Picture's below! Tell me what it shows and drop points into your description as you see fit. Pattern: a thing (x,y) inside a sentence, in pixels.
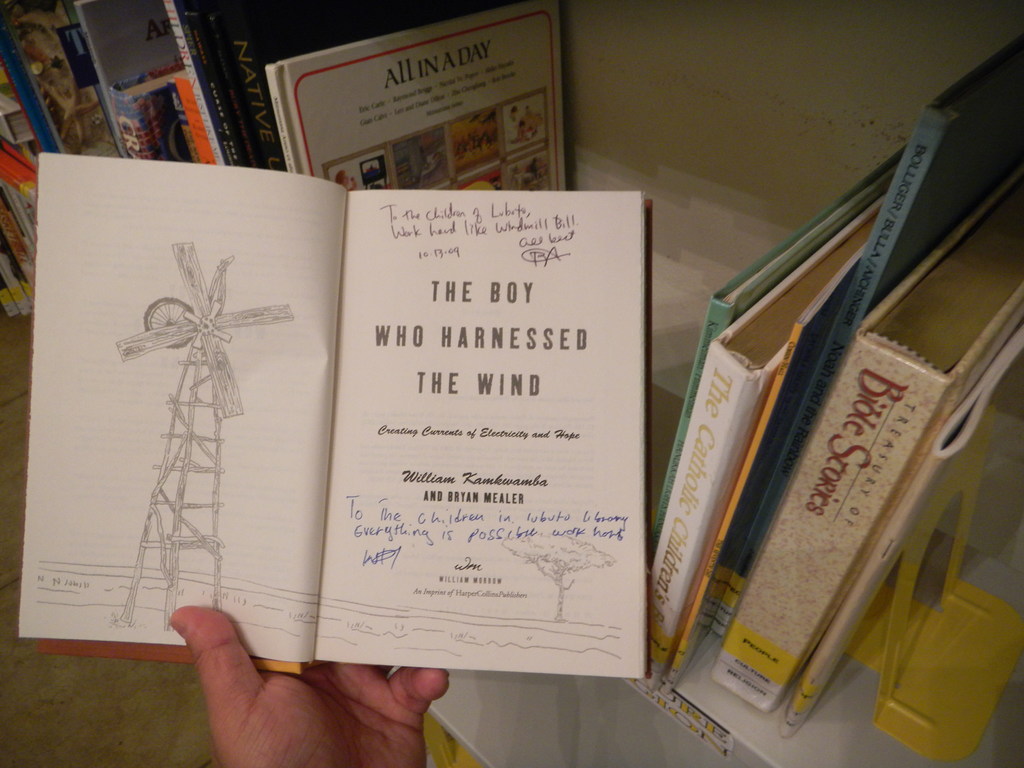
In this image we can see a bookshelf (609,752) with books (538,169). There is a person's hand (217,630) holding a book (423,333). At the bottom of the image (184,725) there is floor (142,707).
